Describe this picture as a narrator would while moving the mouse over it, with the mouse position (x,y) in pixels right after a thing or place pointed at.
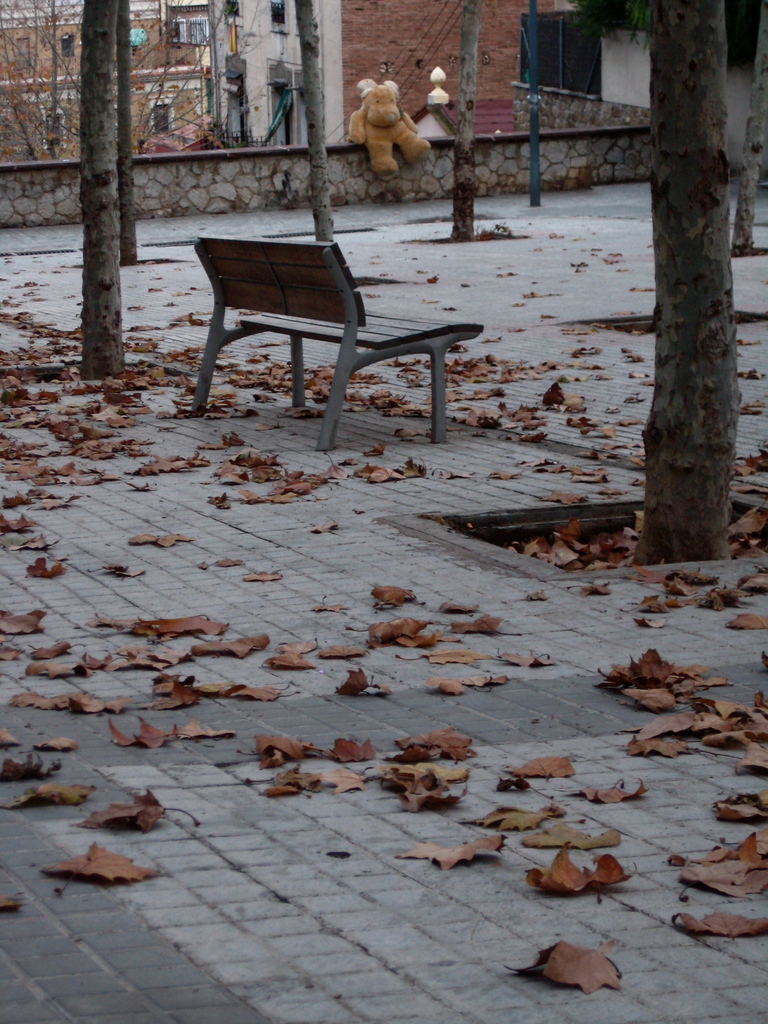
In this image we can see the bench (250,327). We can see the dried leaves (165,463). And we can see the trees (76,134) and buildings (356,100). And we can see the doll (399,112), which is on the wall (396,153). And we can see the poles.
